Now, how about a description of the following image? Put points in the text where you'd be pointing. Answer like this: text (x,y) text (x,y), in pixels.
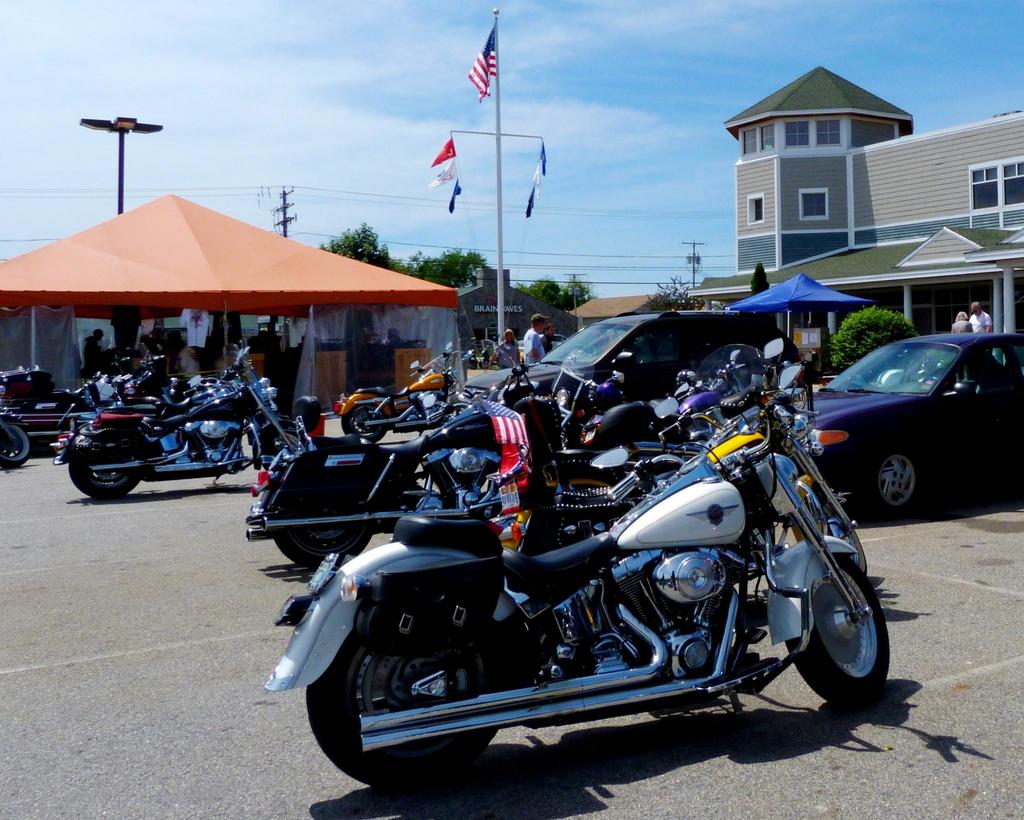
In this image there are some bikes (475,498) and cars (499,380) parked in a parking lot (144,818) and there is a tent (233,300), behind the tent (404,334) there are a few other people (533,349), a flag post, trees (435,268) and buildings (711,291), in the background of the image (163,192) there are utility poles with electrical cables (214,188) on top of it.
